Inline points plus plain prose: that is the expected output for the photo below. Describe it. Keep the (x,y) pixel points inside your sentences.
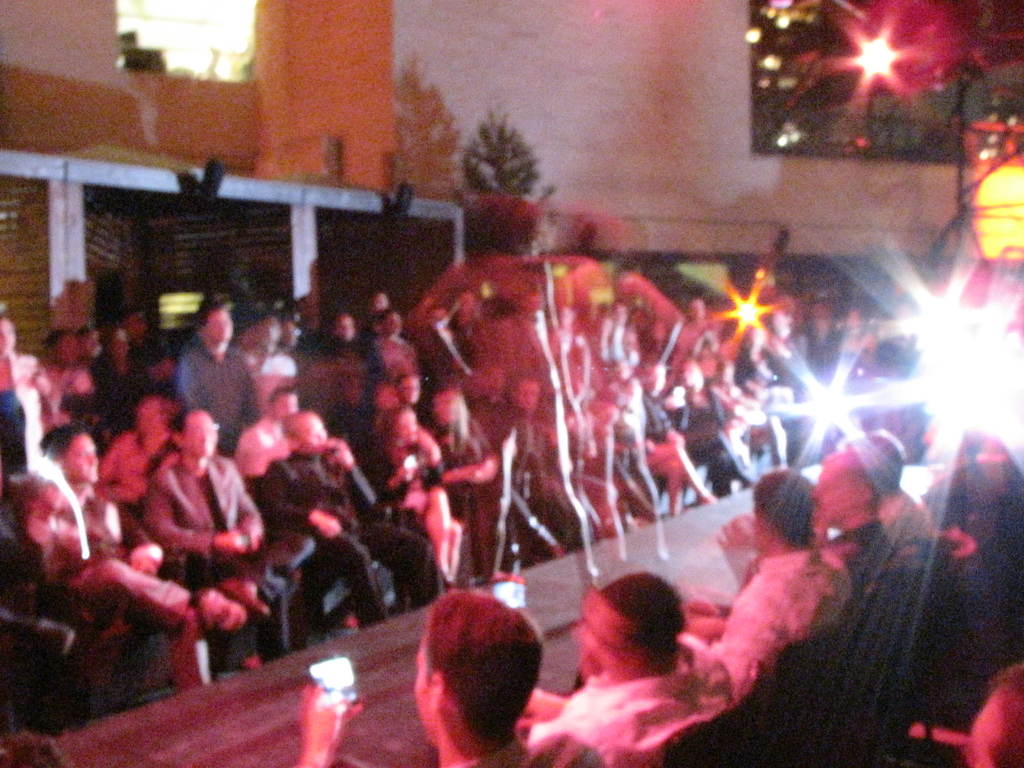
I think this picture in the fashion show. I can see group of people (169,517) sitting and standing. Among them few people (311,721) are holding mobile phones (501,583) in their hands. These are the show lights (956,314). This is the wall (555,224).
